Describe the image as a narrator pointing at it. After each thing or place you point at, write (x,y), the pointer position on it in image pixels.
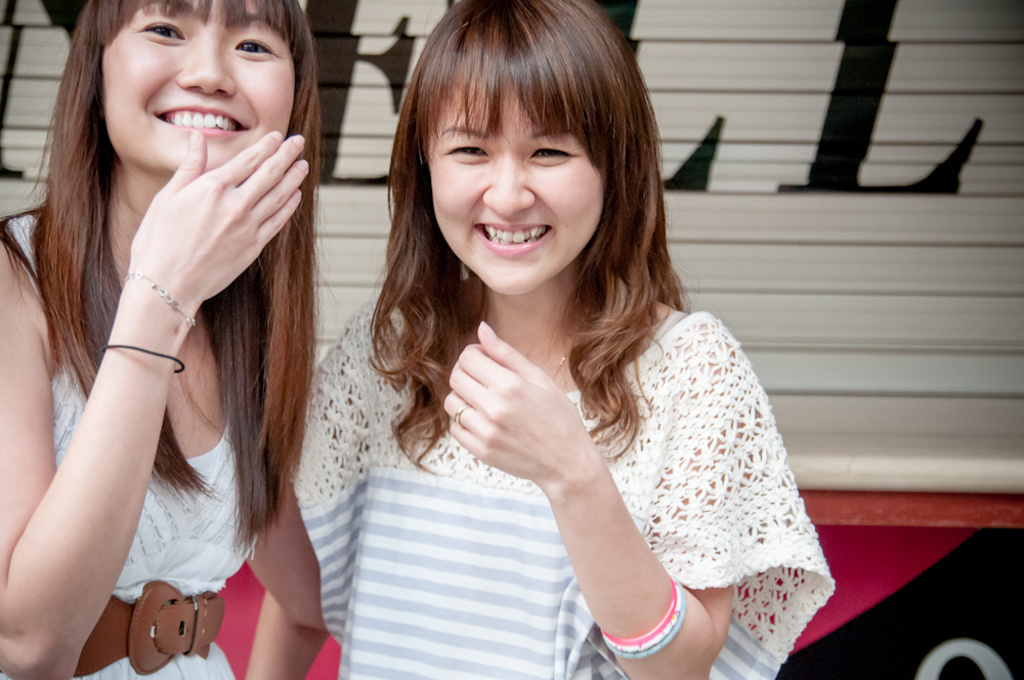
In this picture there are two women (581,429) standing and smiling. In the background of the image (742,290) we can see text (822,163) on a shutter (883,211).
